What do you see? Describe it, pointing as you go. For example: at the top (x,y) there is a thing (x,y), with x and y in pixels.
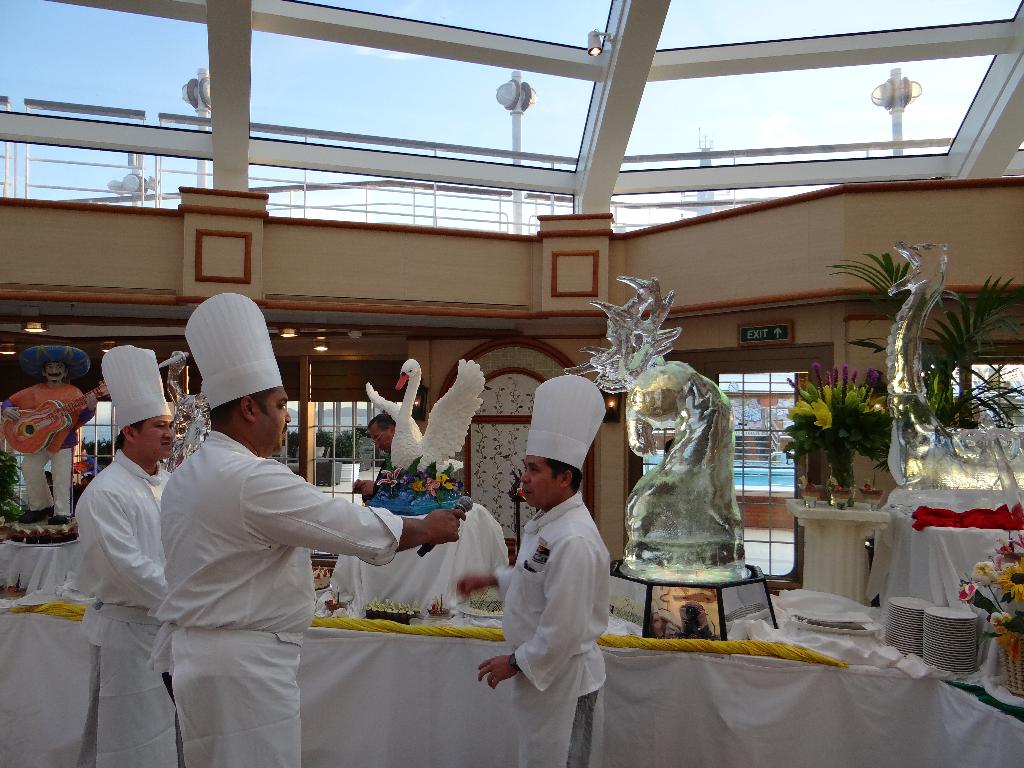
In this image we can see a building (504,273), sign board (755,328), ice sculptures (1003,461), persons (530,569) standing on the floor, serving plates (894,610), flower vases (1005,602), polythene covers (386,581) and decors (69,426).
